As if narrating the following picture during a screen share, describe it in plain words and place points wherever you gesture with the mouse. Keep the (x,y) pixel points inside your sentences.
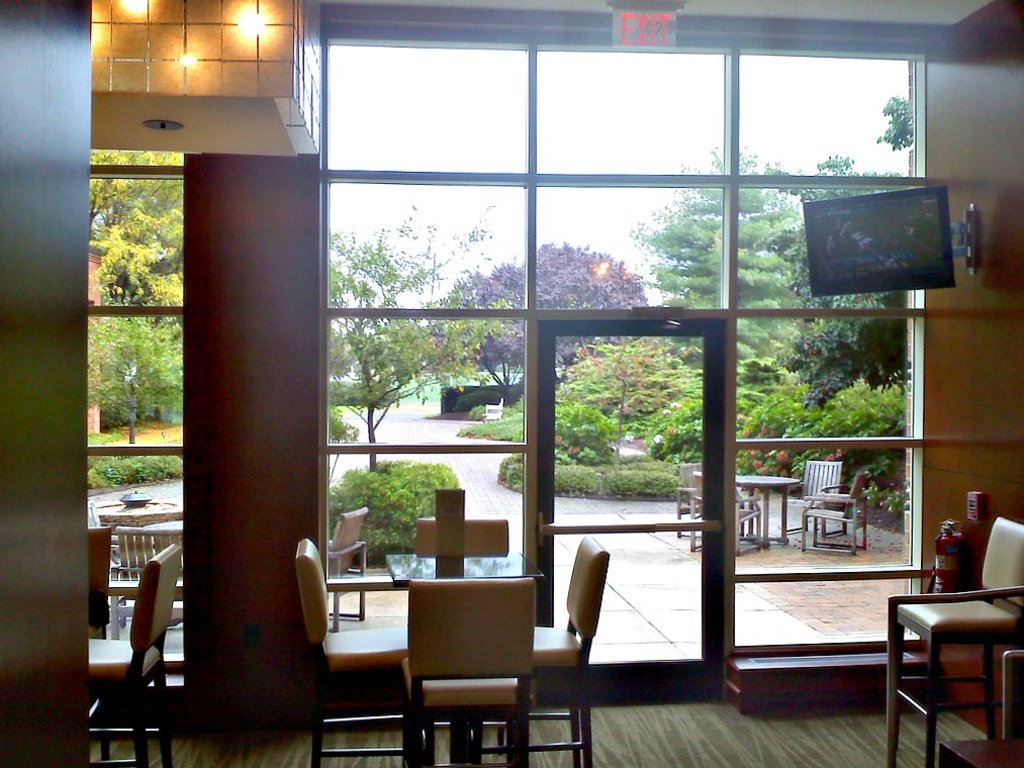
In this image I can see many chairs (471,662) inside the building (543,686). To the right (957,533) there is a fire extinguisher (950,553) and the screen (878,281). I can see the exit board (646,21) and the light (261,40) in the top (659,24). There is a glass (489,56) in the back (384,308). Through the glass (404,284) I can see few more chairs (359,561), tables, many plants (539,272) and the sky (624,125).
